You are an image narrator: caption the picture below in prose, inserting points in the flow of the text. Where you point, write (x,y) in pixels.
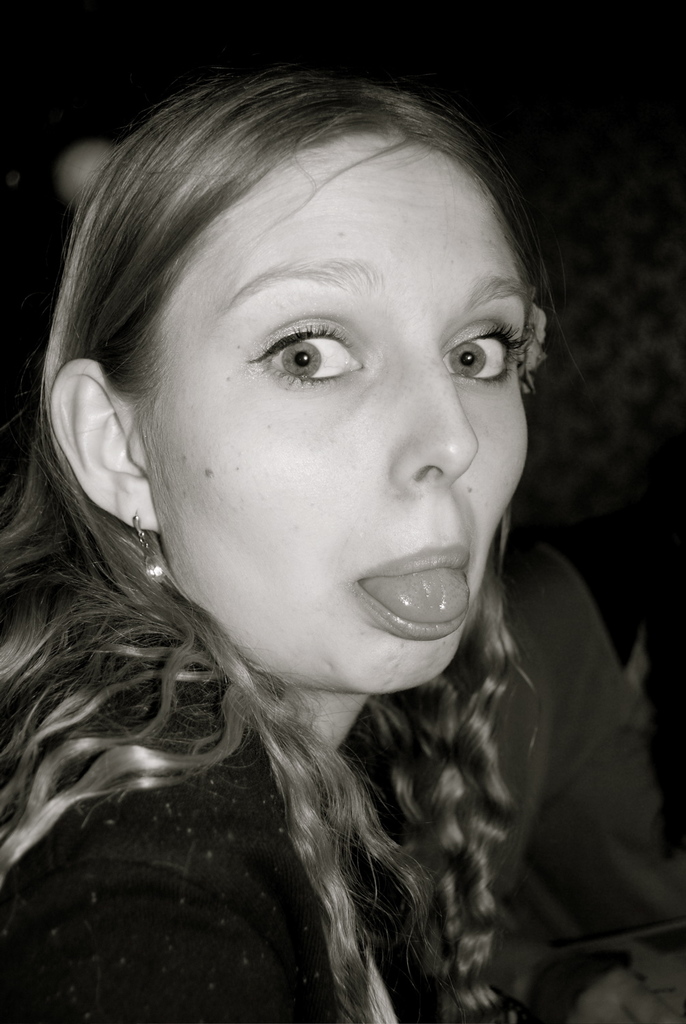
It is a black and white image and there is a woman (512,364) in this picture.
